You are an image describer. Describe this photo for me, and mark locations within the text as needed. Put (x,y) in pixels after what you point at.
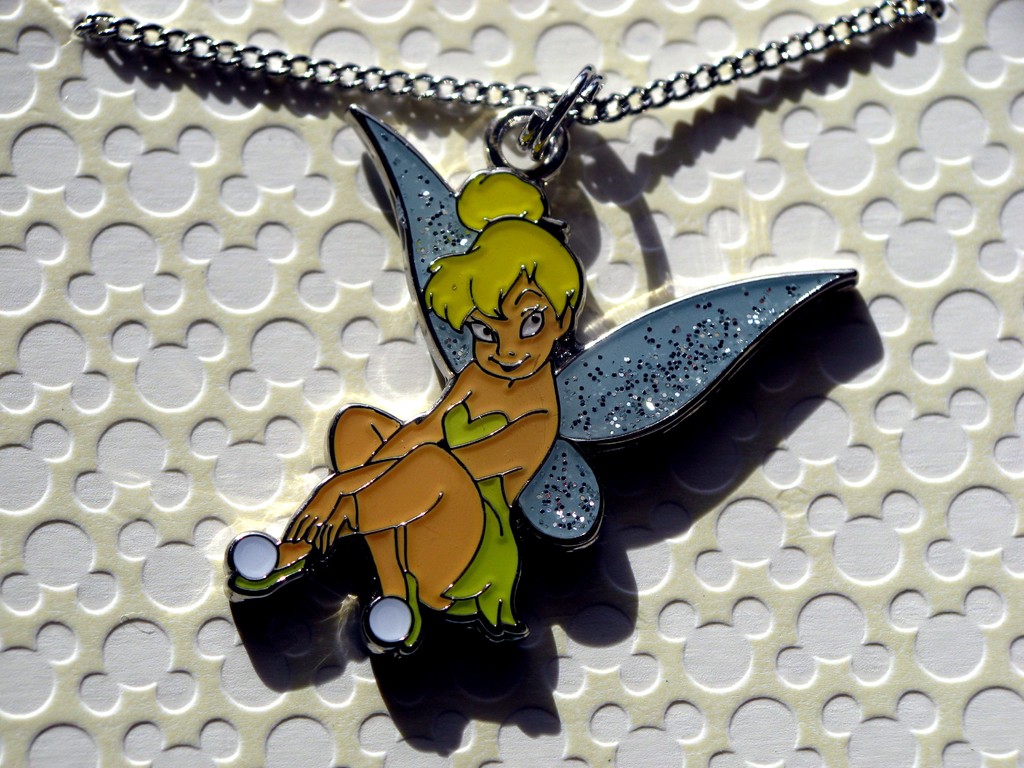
In this picture in the middle (490,424), we can see a toy (529,444) and a chain (765,56). In the background (445,172), we can see white color and cream color.
